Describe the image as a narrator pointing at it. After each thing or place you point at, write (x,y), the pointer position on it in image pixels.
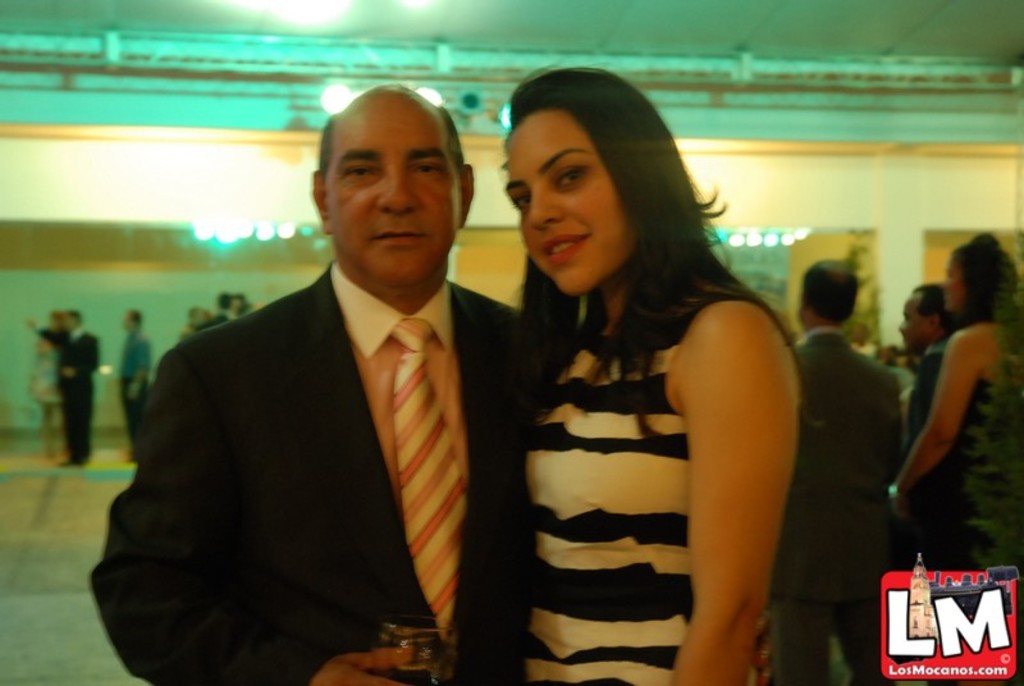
Here I can see a man (390,345) and a woman (585,407) are standing, smiling and giving pose for the picture. The man (422,477) is holding a glass (429,647) in the hand (402,657). In the background (92,368), I can see some more people (80,352) standing. At the top of the image (315,154) there are few lights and a wall (681,120).
